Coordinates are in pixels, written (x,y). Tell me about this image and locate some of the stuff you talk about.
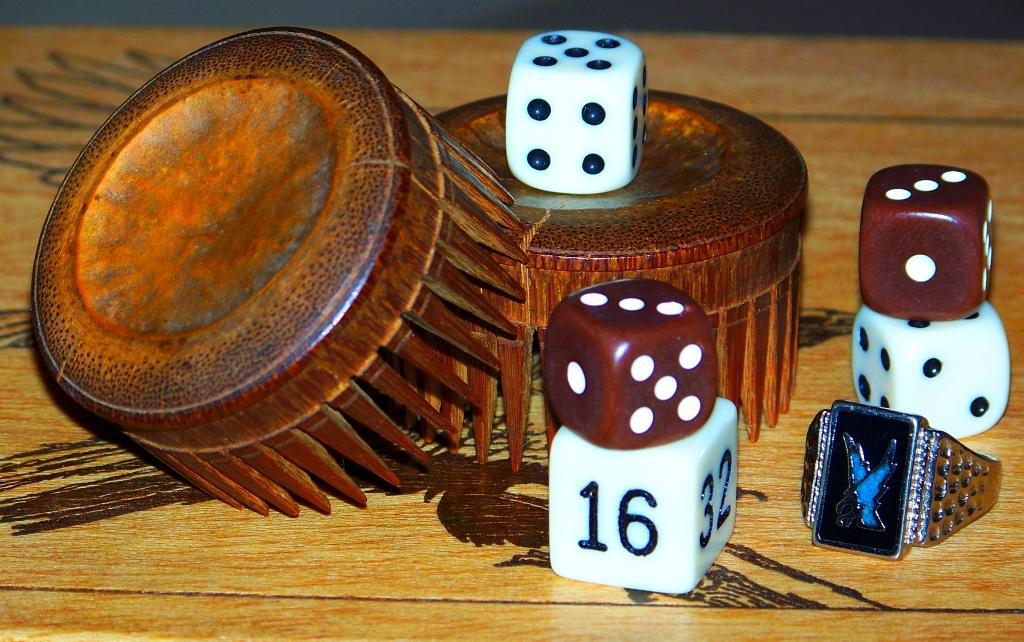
In this image we can see a wooden surface (818,213), on that there are two wooden objects (545,287), dice (633,321) and a ring (886,476).
